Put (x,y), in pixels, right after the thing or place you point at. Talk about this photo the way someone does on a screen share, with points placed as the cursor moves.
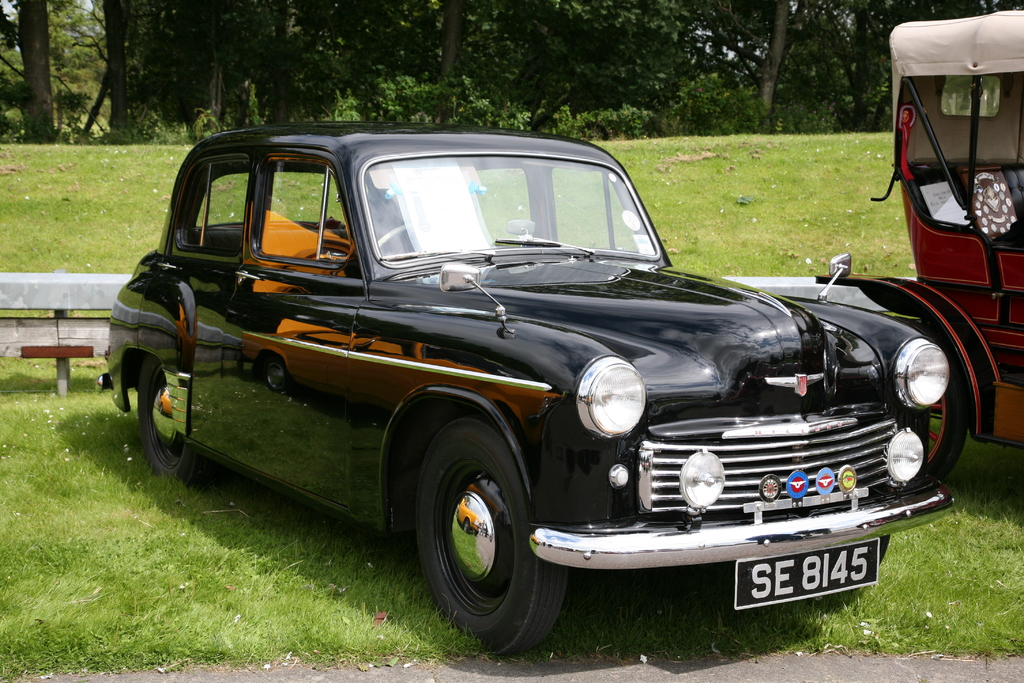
In this image I can see the ground (191,640), some grass (174,584) on the ground (147,552), two vehicles (546,384) which are black and maroon in color and the railing (96,295). In the background (595,95) I can see few trees (434,59) which are green in color.
